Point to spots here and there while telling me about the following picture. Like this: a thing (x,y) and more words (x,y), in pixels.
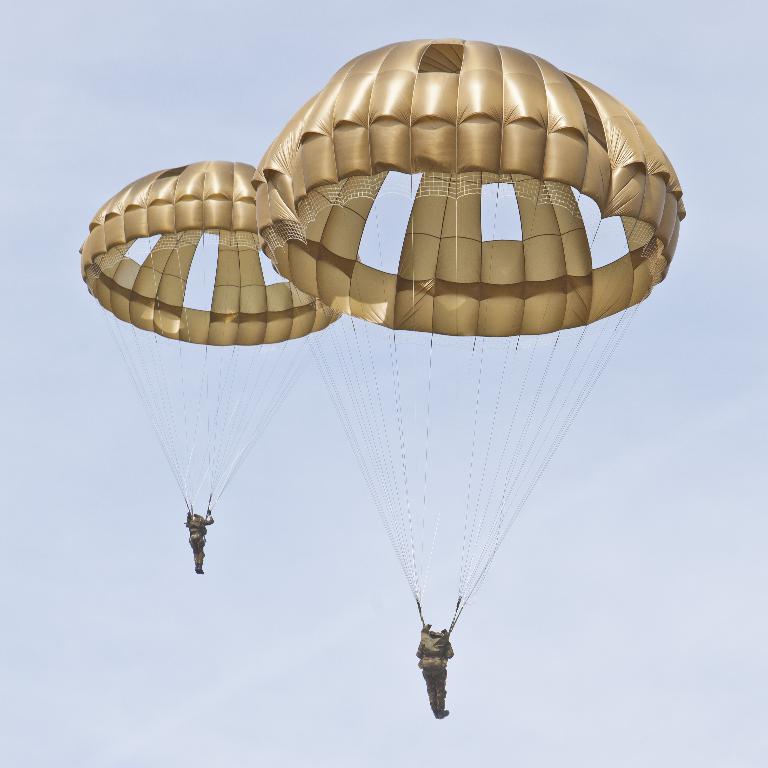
The picture consists of two persons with parachute (289,243) in the air (487,503).
